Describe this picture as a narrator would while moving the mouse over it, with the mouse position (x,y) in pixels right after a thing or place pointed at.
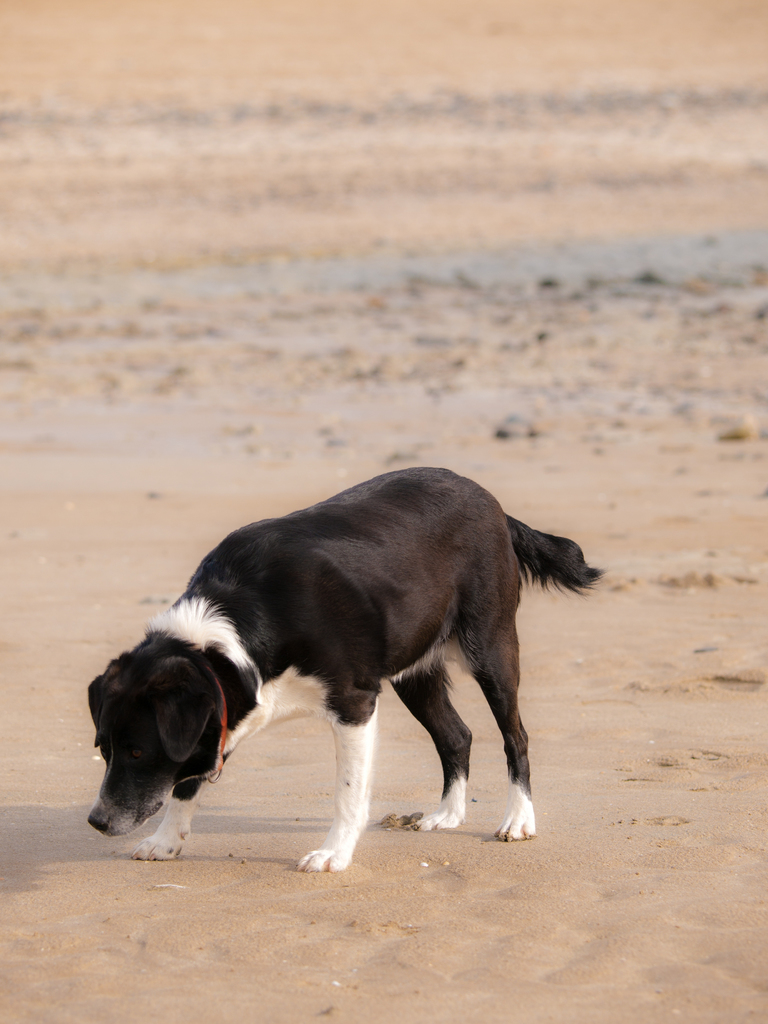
In this image, I can see a dog (352,833) standing, which is black and white in color. This is the sand (443,878).
